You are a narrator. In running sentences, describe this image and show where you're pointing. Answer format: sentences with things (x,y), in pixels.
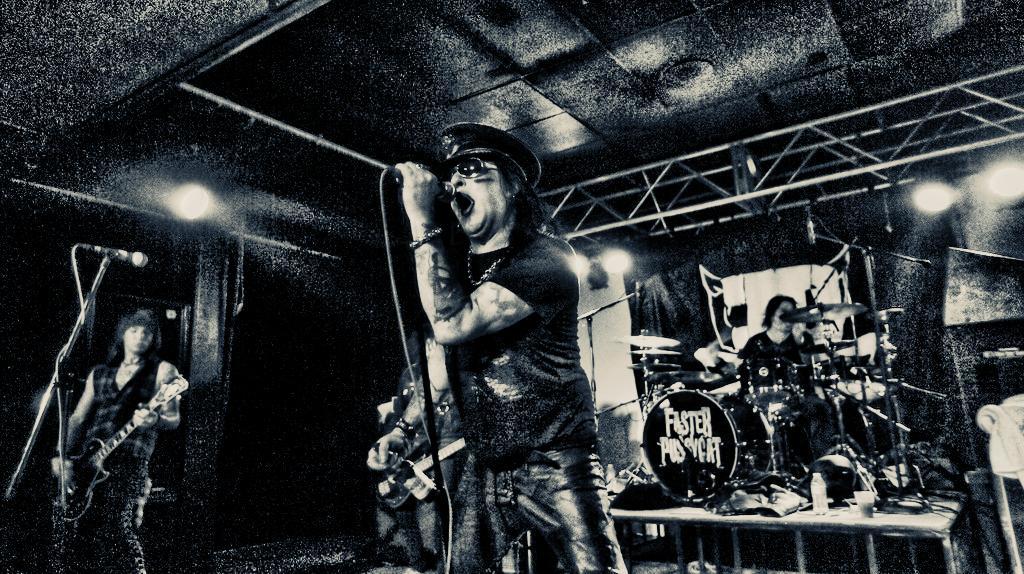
This picture shows few people (521,384) playing musical instruments (422,475) and we see a man (544,381) holding a microphone (419,187) and singing and he wore a cap (499,147) on his head (497,171) and we see couple of them playing a guitars (128,426) and we another man (774,356) playing drums (706,383) and we see few lights (925,213).
